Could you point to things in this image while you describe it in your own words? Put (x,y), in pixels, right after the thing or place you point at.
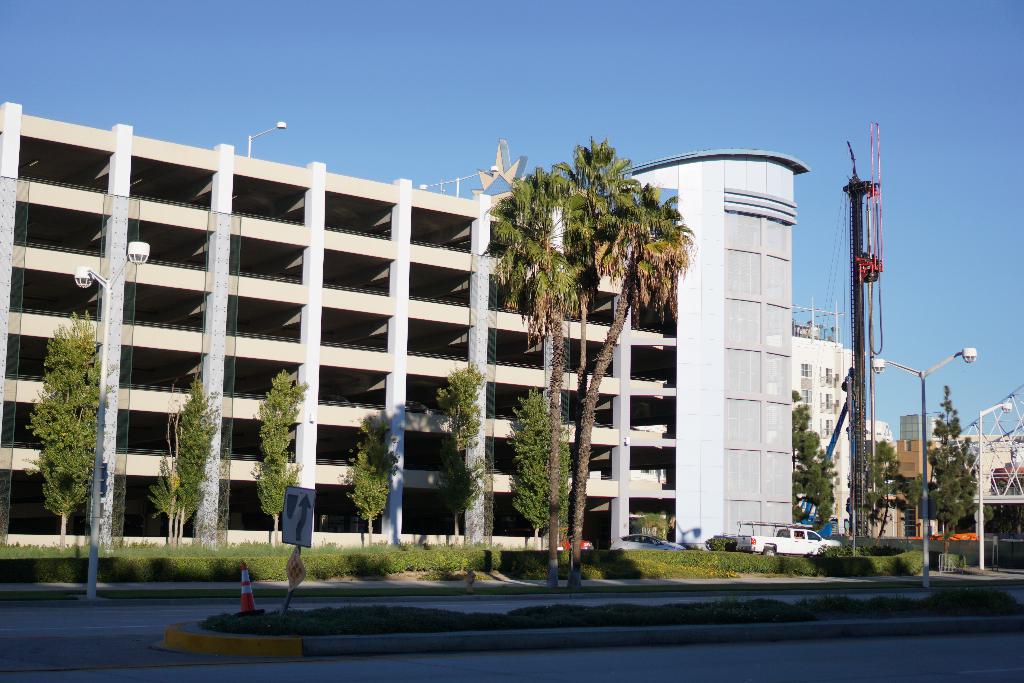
In this picture I can see buildings (772,485) and few pole lights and trees (60,462) and a tower (858,432) and few vehicles (583,545) parked near the building (689,525) and I can see grass (396,589) and a blue sky (976,122) and I can see a sign board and a cone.
